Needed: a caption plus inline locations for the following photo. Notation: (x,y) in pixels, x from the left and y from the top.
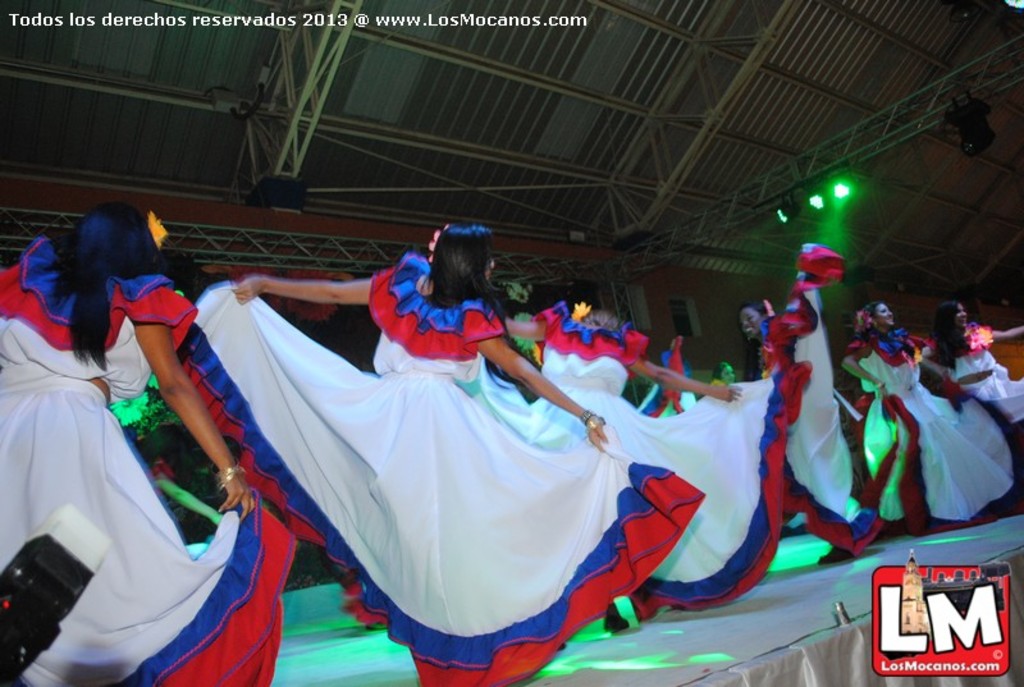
In this image I can see few women (512,394) wearing white color frocks (431,457) and dancing on the stage (751,622). At the top of the image (566,85) there are few metal rods (292,91) and also I can see some lights (842,190). In the bottom right (945,601) there is a logo (934,595).
